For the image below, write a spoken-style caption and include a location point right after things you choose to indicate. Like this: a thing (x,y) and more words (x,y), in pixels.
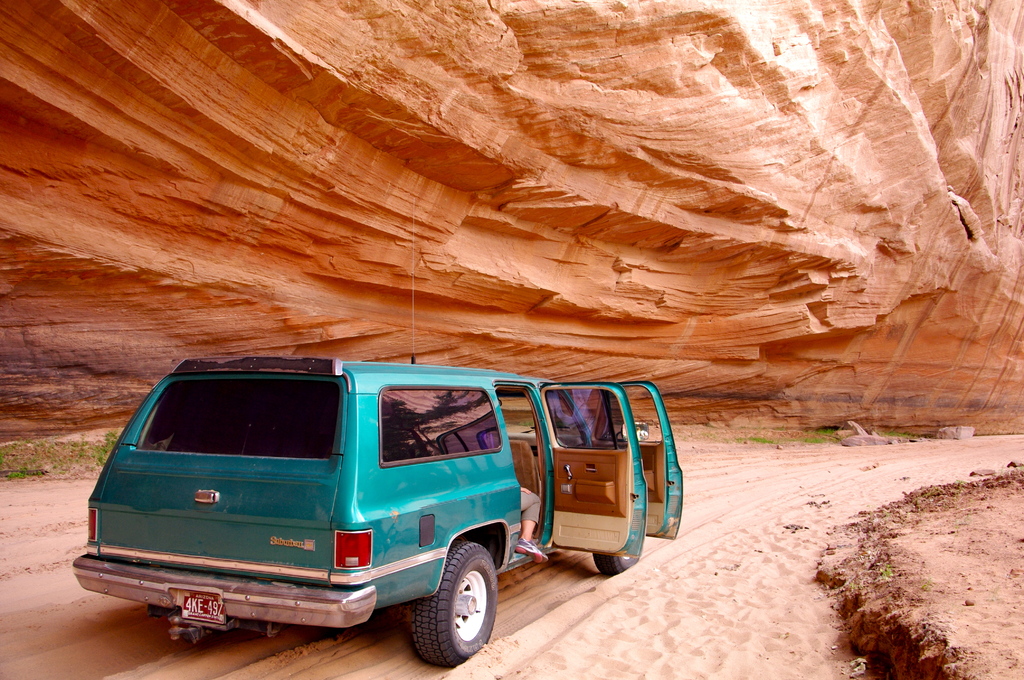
In this image, there is sand (691,622) on the ground (810,574), we can see a car (311,608), there is a mountain (730,139).
